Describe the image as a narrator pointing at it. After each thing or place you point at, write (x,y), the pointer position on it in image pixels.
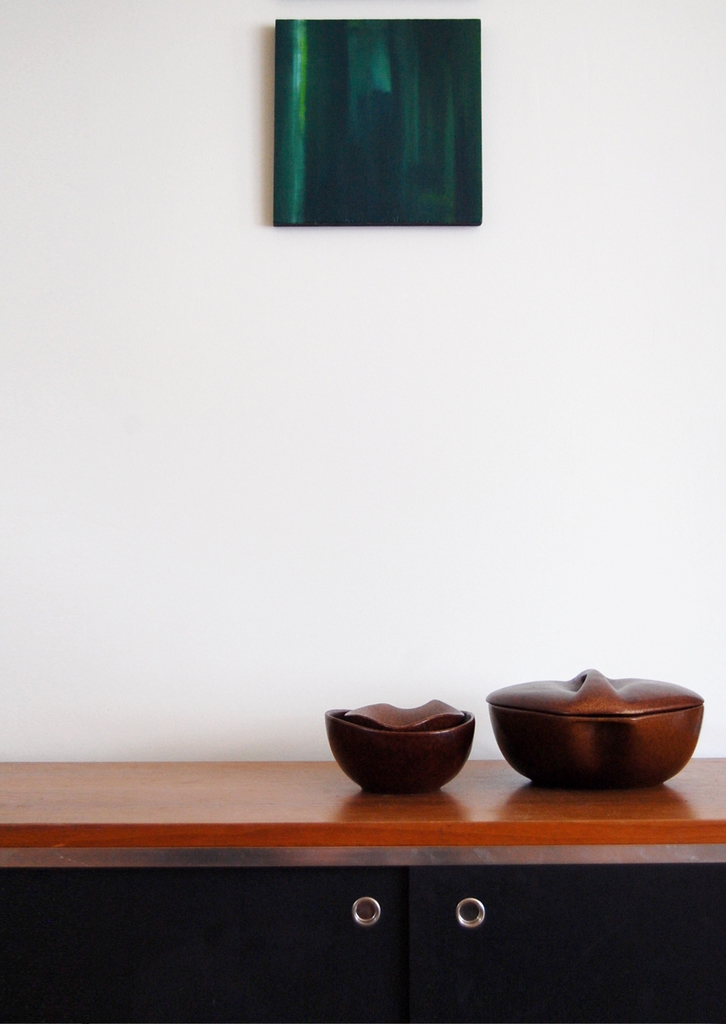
In this image I can see two bowls (539,743). They are on the brown color table (453,821). I can see a green color frame (417,82) attached to the wall (234,281). The wall (255,277) is in white color.
